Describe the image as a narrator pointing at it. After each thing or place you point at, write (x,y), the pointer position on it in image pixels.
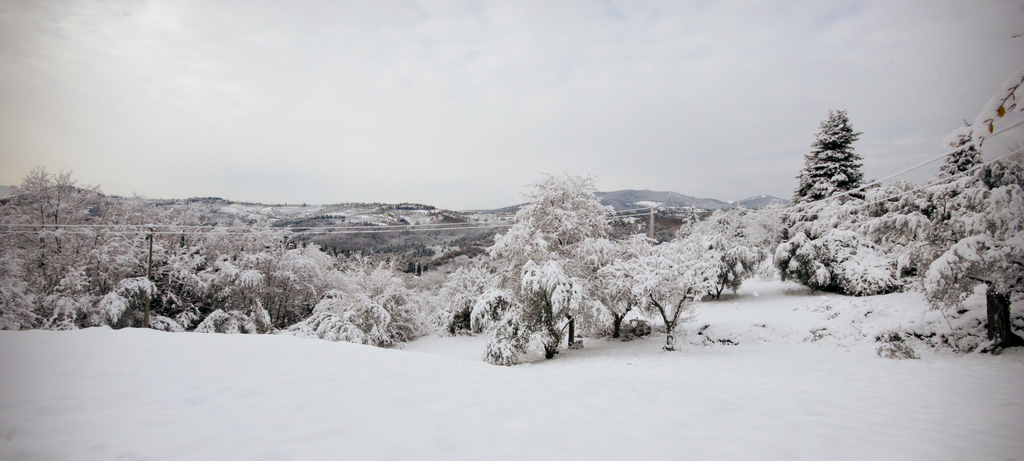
This is an outside view. At the bottom (467,420), I can see the snow (334,440). In the middle of the image (459,267) there are many trees (259,262) covered with the snow (952,221). In the background (448,211) there are hills (347,220). At the top of the image (398,90) I can see the sky (451,117).
